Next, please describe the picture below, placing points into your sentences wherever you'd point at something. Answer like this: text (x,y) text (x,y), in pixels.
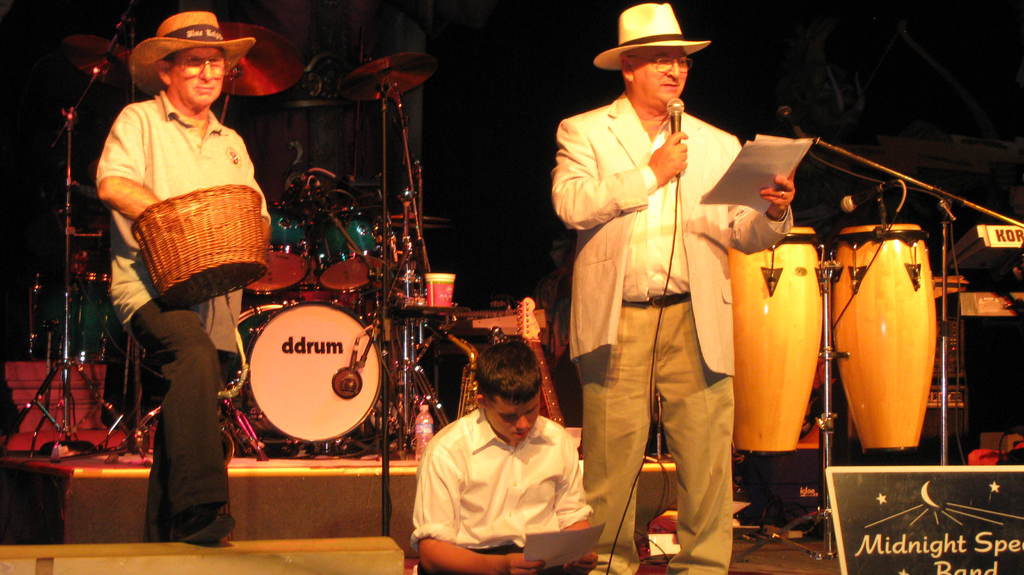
This is a picture of a three person (518,442), the man (648,172) holding the microphone (673,114) and looking into the paper (765,185) the man (775,194) is holding and the other man (173,177) is holding the basket (206,249) and the other man (455,511) sitting on the stage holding the paper (559,543). background of the three persons (617,220) is the music instruments (873,279).
